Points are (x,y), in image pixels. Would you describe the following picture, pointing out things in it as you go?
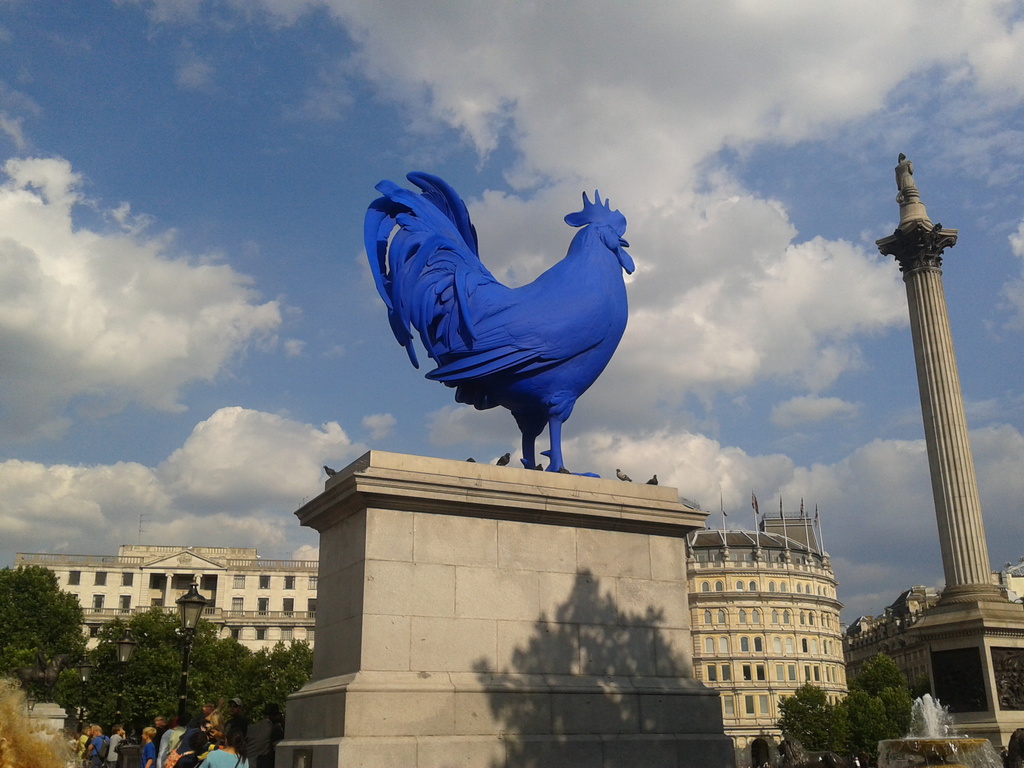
In this image, I can see the statue (548,348) of a rooster (541,346) and the birds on the wall (566,564). On the right side of the image (916,289), I can see a pillar (927,232). At the bottom of the image (235,720), there are group of people (248,765), light poles (126,650), trees (248,655), water fountain (937,729) and buildings (770,610). In the background (255,190), there is the sky (689,226).
